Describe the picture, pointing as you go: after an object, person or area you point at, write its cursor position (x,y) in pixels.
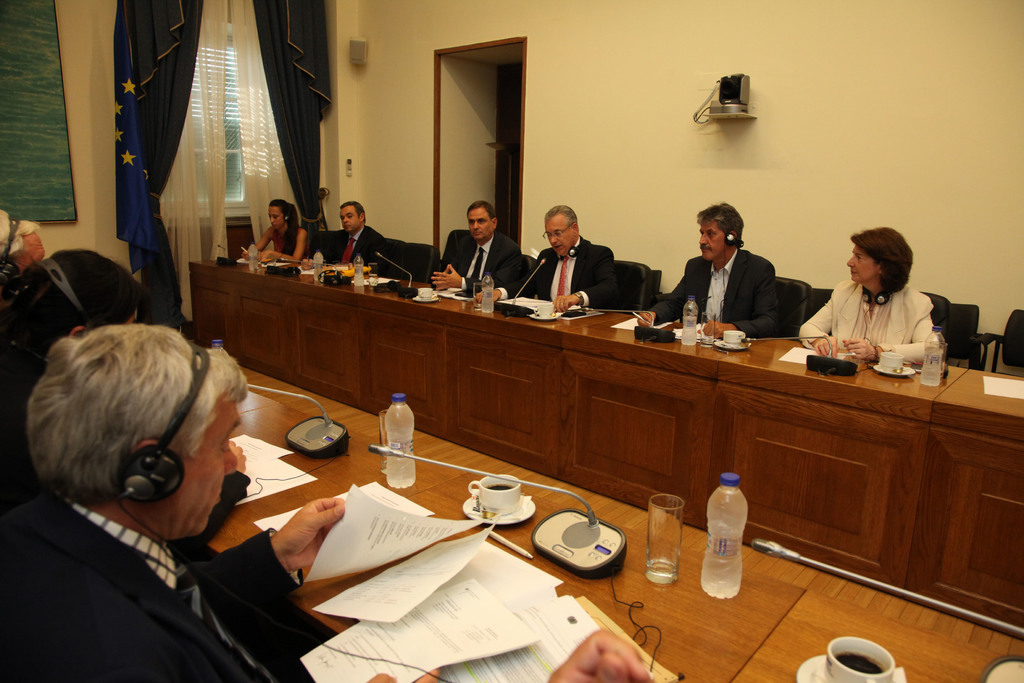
Here we can see some persons (605,253) are sitting on the chairs (980,349). These are the tables (595,342). On the table (335,468) there are paper (336,537), cups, glasses (667,501), and bottles (696,325). On the background (718,132) there is a wall (658,65). This is window (232,123) and there is a curtain (213,200).
